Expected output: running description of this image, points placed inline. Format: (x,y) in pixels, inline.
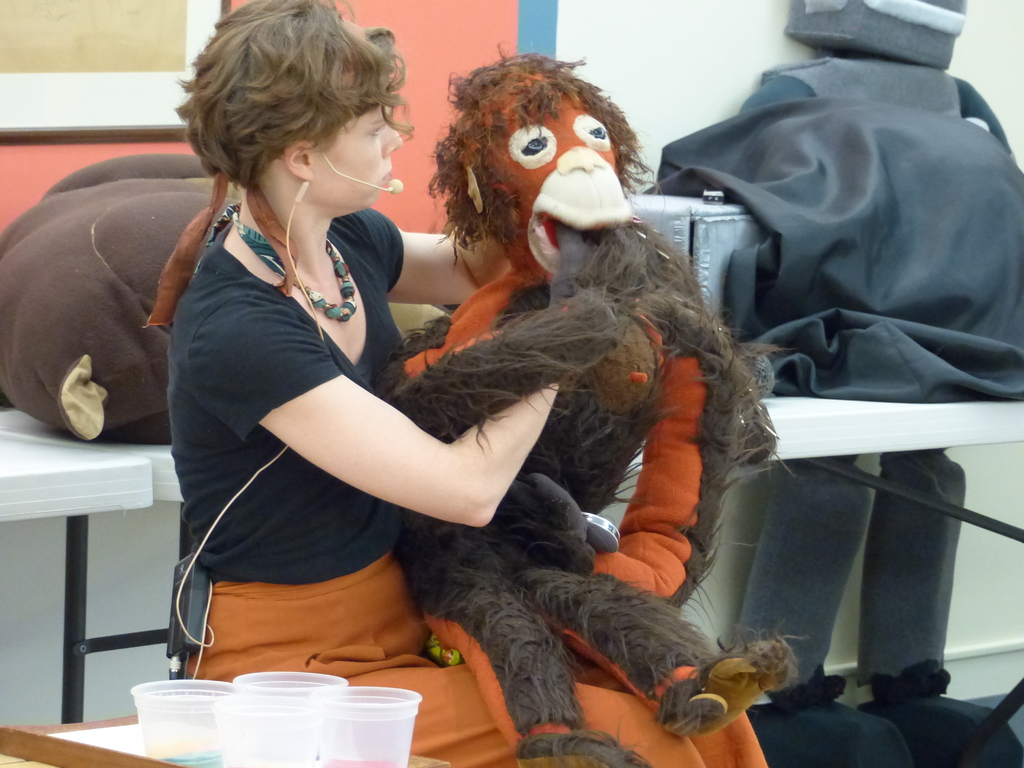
In this image I can see the toy (455,406) on the person (327,544) and the toy (557,469) is in brown color and the person (302,519) is wearing black and orange color dress (318,600). In the background (954,242) I can see the cloth (773,157) in black color and I can also see the wall (720,58) in white and coral color.
